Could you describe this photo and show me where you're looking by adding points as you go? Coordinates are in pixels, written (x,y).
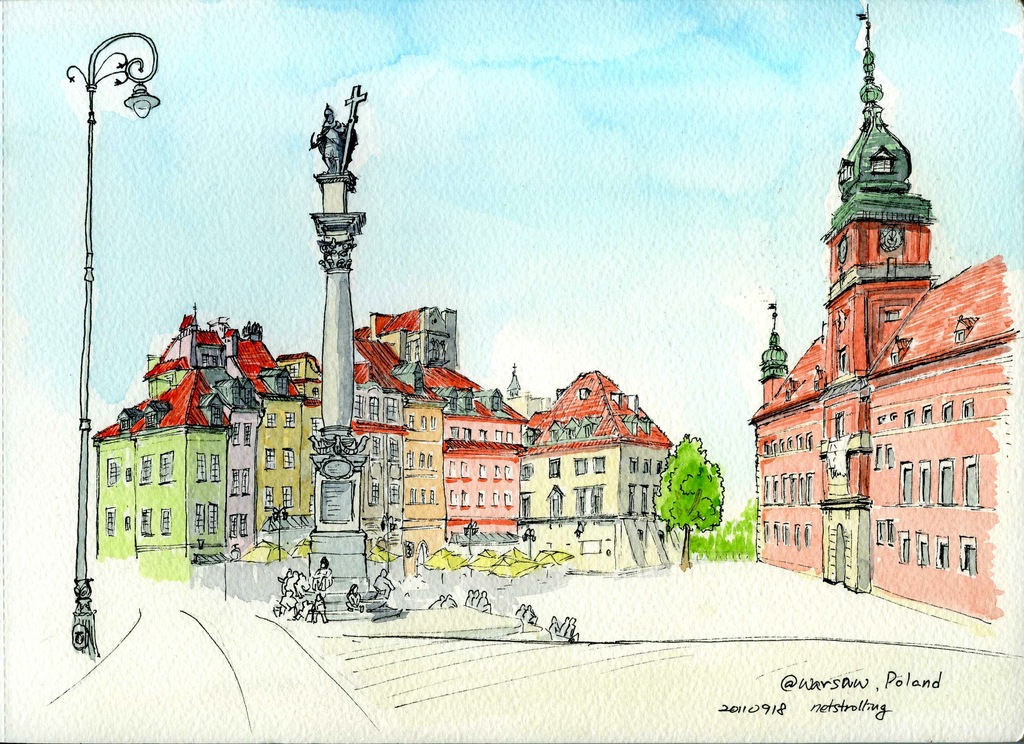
In this image I can see a sketch (326,577). I can see few buildings (146,567). I can see two poles (338,454). I can see few trees (705,544) and I can see clouds (626,300) in the sky (629,286). At the bottom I can see some text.
